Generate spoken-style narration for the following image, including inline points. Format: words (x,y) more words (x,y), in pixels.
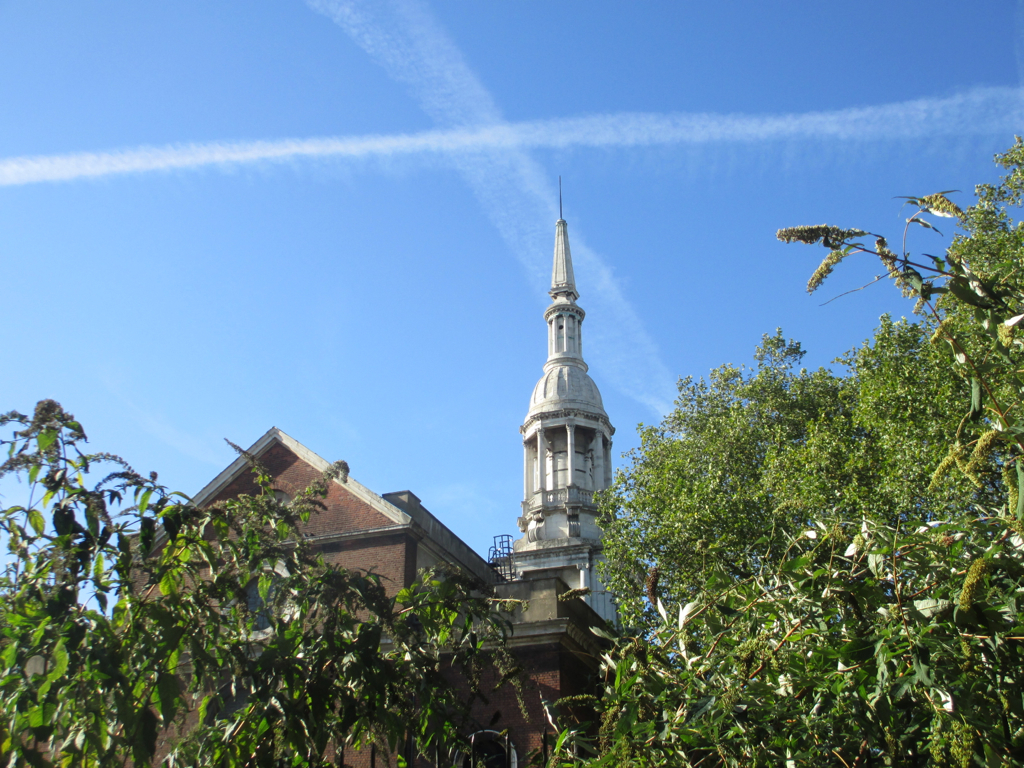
In this image I can see few trees (799,651) in green color, background (352,526) I can see few buildings (405,531) in brown and white color and the sky (429,174) is in blue and white color.
